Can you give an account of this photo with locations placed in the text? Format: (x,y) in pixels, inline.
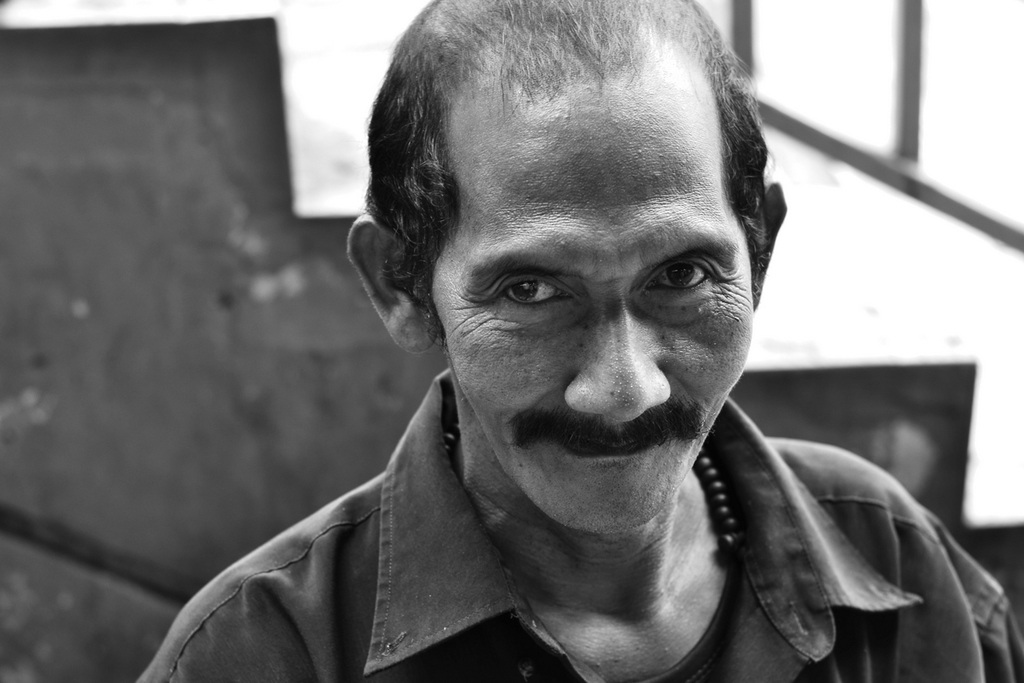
This is a black and white image. A man (456,218) is present wearing a shirt (839,647). There are stairs (231,124) at the back (977,461).
